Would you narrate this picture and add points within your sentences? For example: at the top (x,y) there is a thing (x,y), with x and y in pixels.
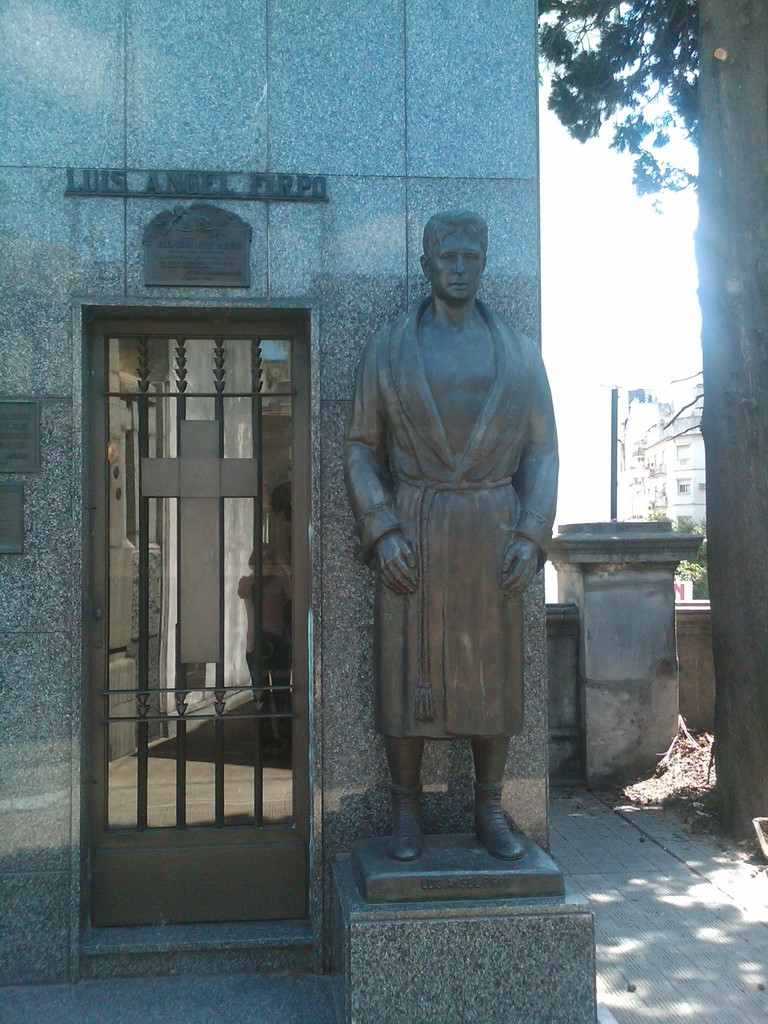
In this picture we can see a statue (520,615) on the platform (513,914), cross (196,462) on a door (130,641), walls (370,142), trees (763,466), some objects (687,534) and in the background (692,420) we can see a building (649,417) and the sky (616,294).
